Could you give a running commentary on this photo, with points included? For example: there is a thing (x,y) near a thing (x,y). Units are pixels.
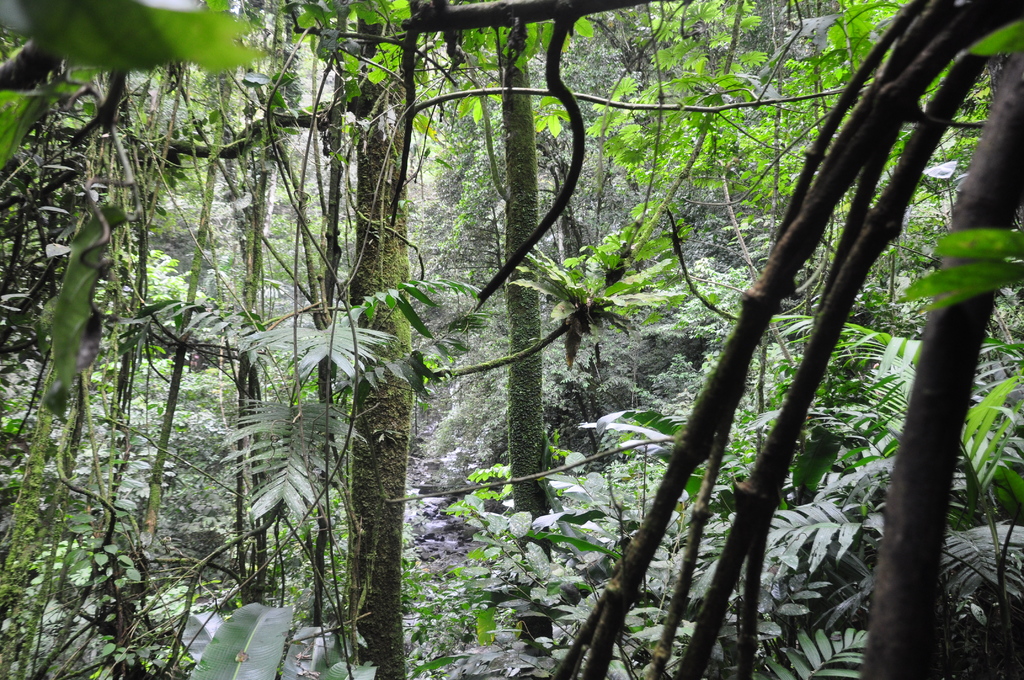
I think this picture was taken in the forest (351,338). These are the trees (456,207) with branches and leaves (540,551).
